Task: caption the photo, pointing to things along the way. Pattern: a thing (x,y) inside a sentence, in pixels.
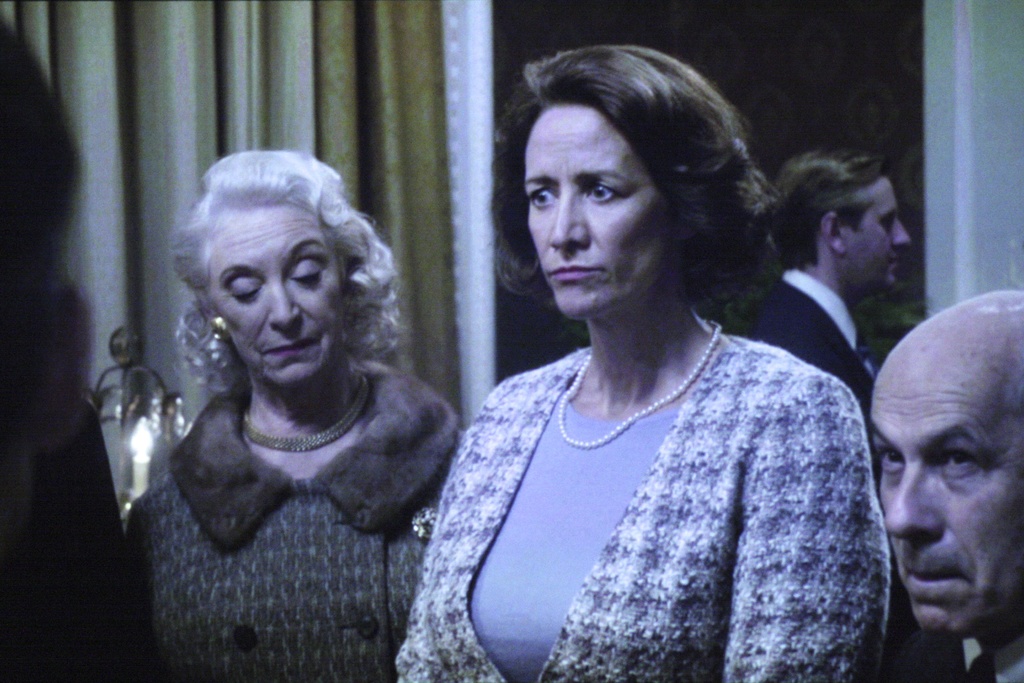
In this picture there are group of people (496,429). At the back (791,69) there is a curtain (356,198) and there is a candle (136,479) and there might be a door (727,54).
